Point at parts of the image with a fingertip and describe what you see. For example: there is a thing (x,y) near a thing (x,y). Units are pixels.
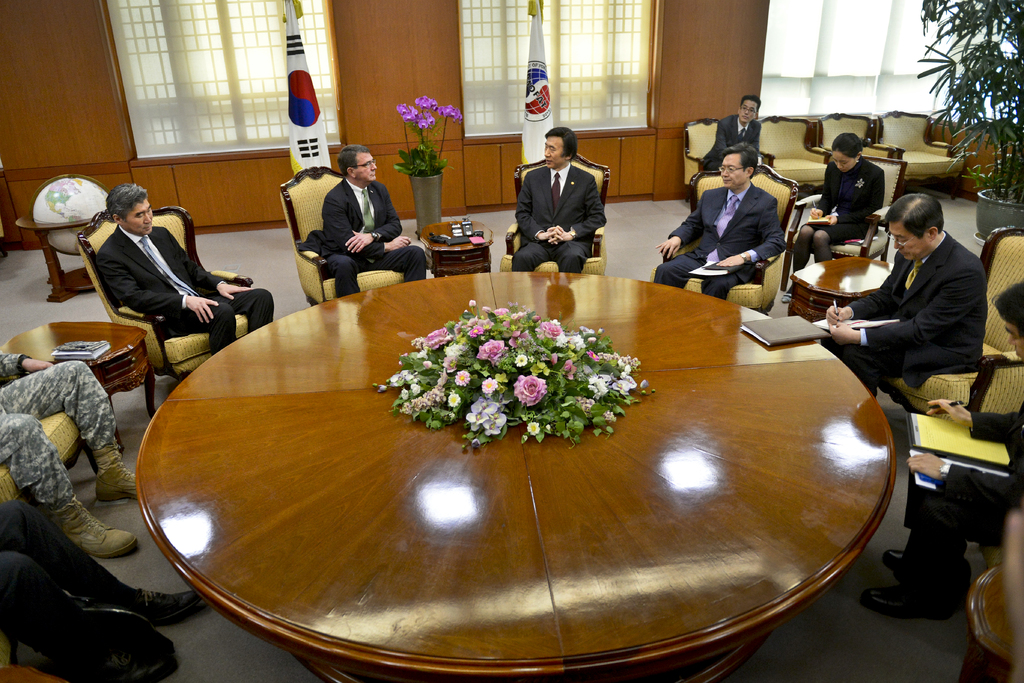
As we can see in the image there is a wall (62,104), windows (179,61), plant (971,130), chairs (858,118), flag (541,44) and flowers (510,382) and there are few people (745,173) sitting on chairs (1023,261) and there is a table (749,388) over here. On table (740,333) there is a file (762,326).
